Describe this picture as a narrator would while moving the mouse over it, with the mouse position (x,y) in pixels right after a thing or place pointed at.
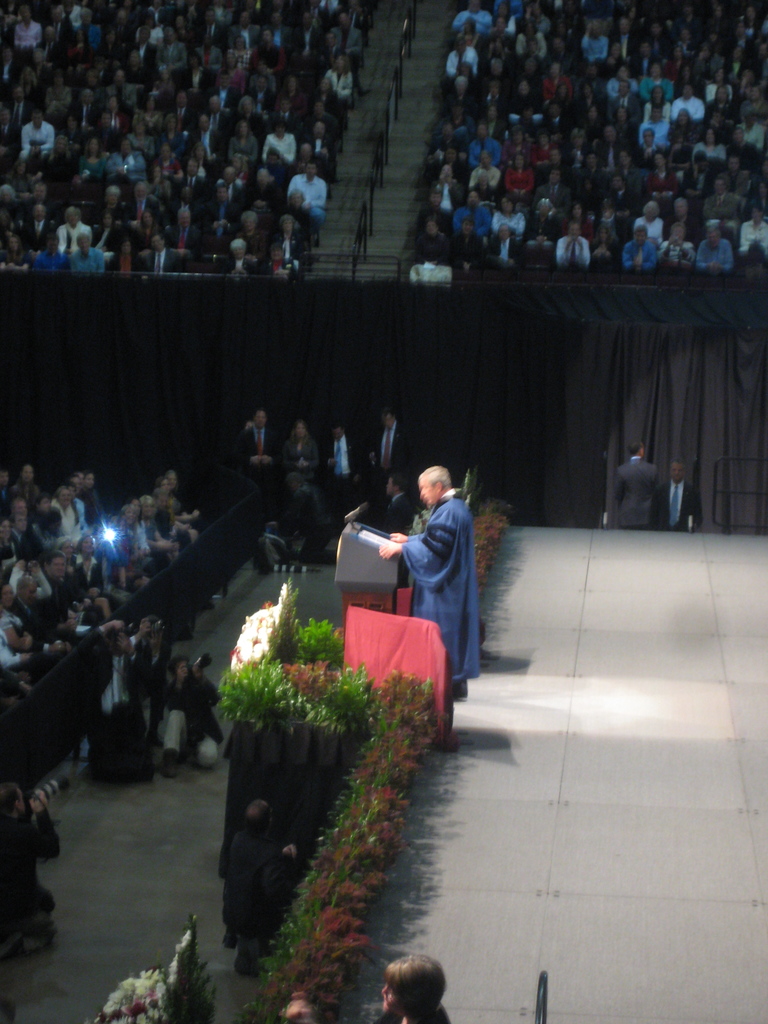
In the middle (456,506), we see the man (450,496) is standing on the stage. In front of him, we see a podium (381,561) on which a microphone (352,519) and the papers (363,535) are placed. Beside him, we see the flower pots (371,731). On the left side (7,636), we see the people (23,631) are sitting on the chairs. Beside them, we see three men (111,680) are clicking photos with the camera (155,631). In the middle (384,436), we see the people (292,488) are standing. Behind them, we see the curtains (428,359) in grey and black color. At the top (425,59), we see the staircase (399,162) and the people (243,198) are sitting on the chairs (228,247).
